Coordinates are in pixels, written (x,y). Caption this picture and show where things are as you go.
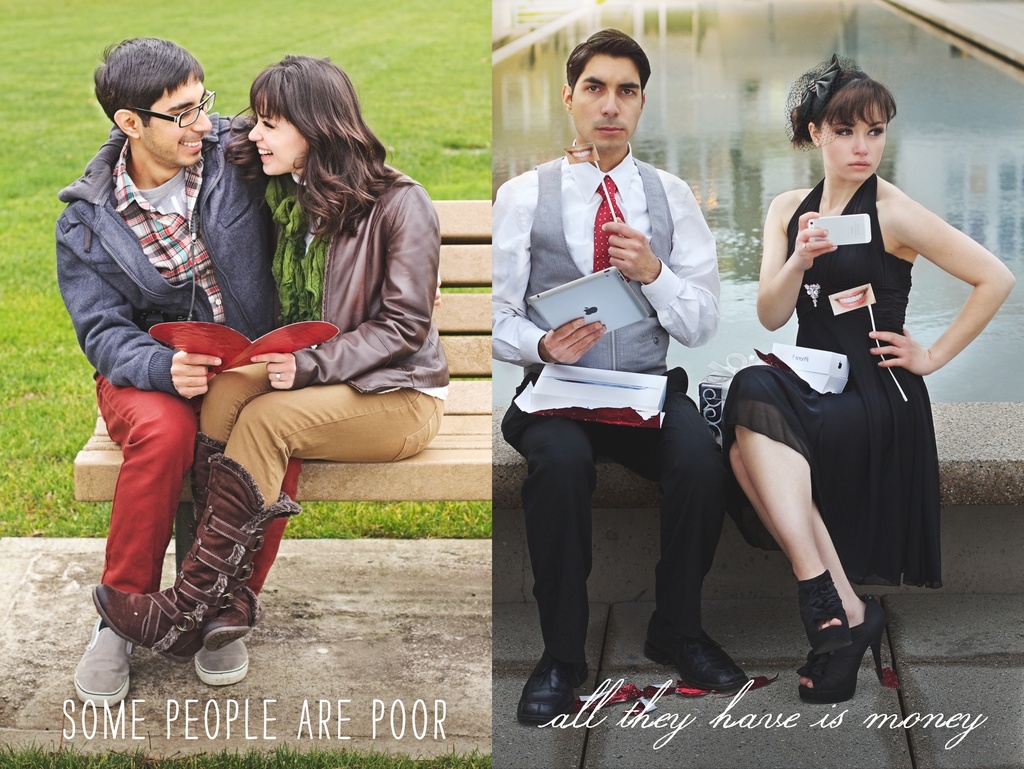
This is an edited image. This picture is the collage of two images. On the left side (219,303), we see the man (207,294) and the women (286,401) are sitting on the bench (409,460). Both of them are smiling. Behind them, we see the grass (74,434). On the right side (869,454), we see the man (674,401) and the women (838,454) are sitting on the bench (943,450). The woman (880,309) is holding the mobile phone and the man (581,271) is holding the tablet (592,307). Behind them, we see water (712,121). At the bottom of the picture (394,707), we see some text (354,700) written.
